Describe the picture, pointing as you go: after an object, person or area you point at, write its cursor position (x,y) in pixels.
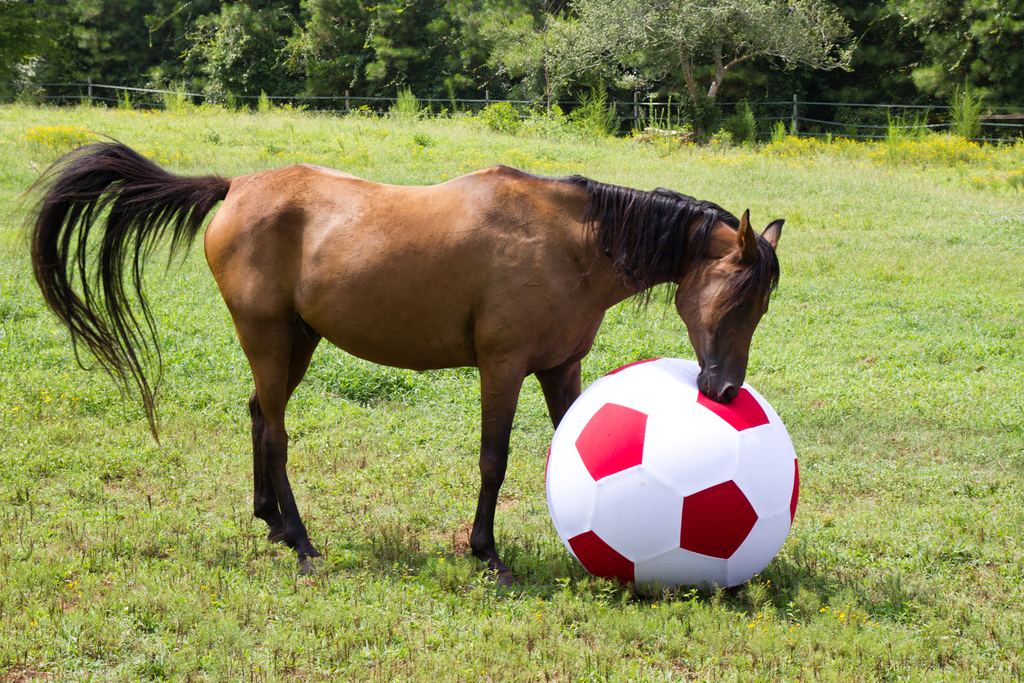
In the center of the image (400,270) horse (438,270) and ball (655,462) are there. In the background of the image (496,117) we can see some plants (614,111), trees (803,65), fencing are there. At the bottom of the image (878,509) ground (856,503) is there.
